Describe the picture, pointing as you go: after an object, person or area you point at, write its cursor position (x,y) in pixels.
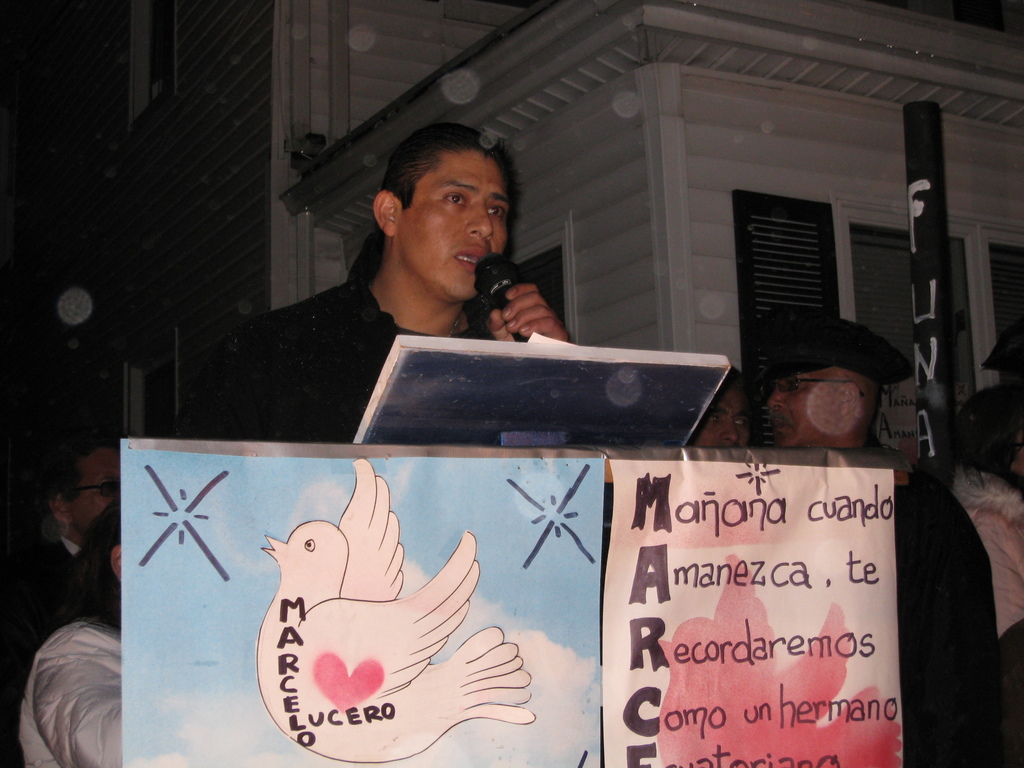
In the picture we can see a man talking into the microphone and in front of him we can see a stand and a paper (194,538) on it and we can see some painting (278,692) and something written on the papers (653,671) which is to the desk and beside him we can see some people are standing and behind him and behind them we can see building (949,151) with a window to it.
